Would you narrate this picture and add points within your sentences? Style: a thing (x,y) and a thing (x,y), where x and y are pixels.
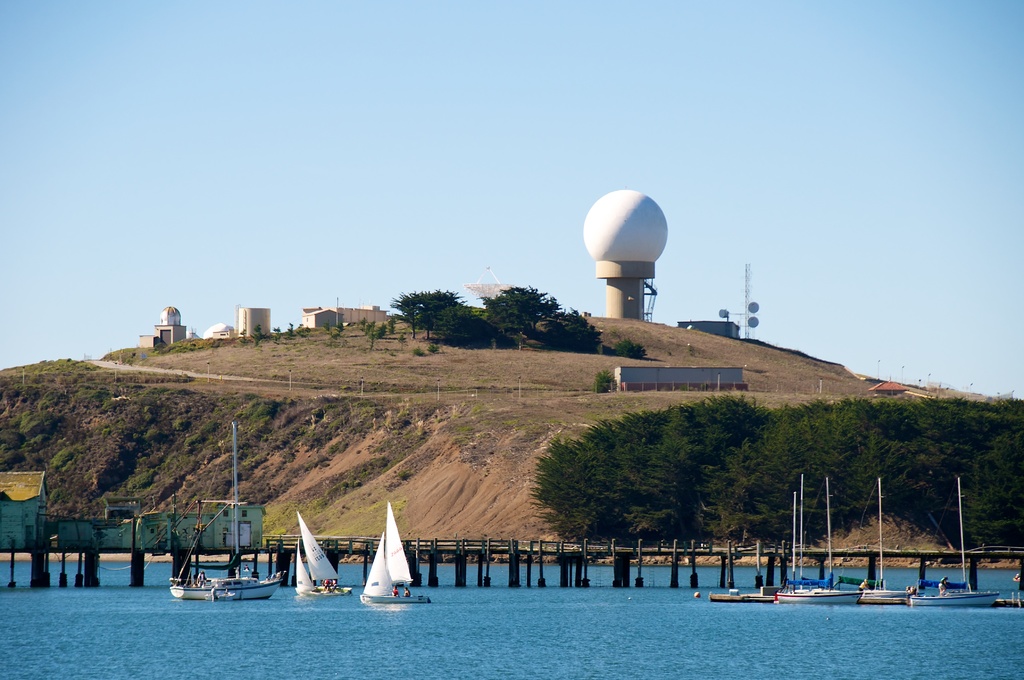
In this image we can see these sailboats (309,552) are floating on the water (666,663), here we can see the bridge (432,575), houses (6,528), pole (237,510), trees (546,466), hill (575,372), tower (655,230), buildings (255,515) and the sky (245,48) in the background (766,302).
